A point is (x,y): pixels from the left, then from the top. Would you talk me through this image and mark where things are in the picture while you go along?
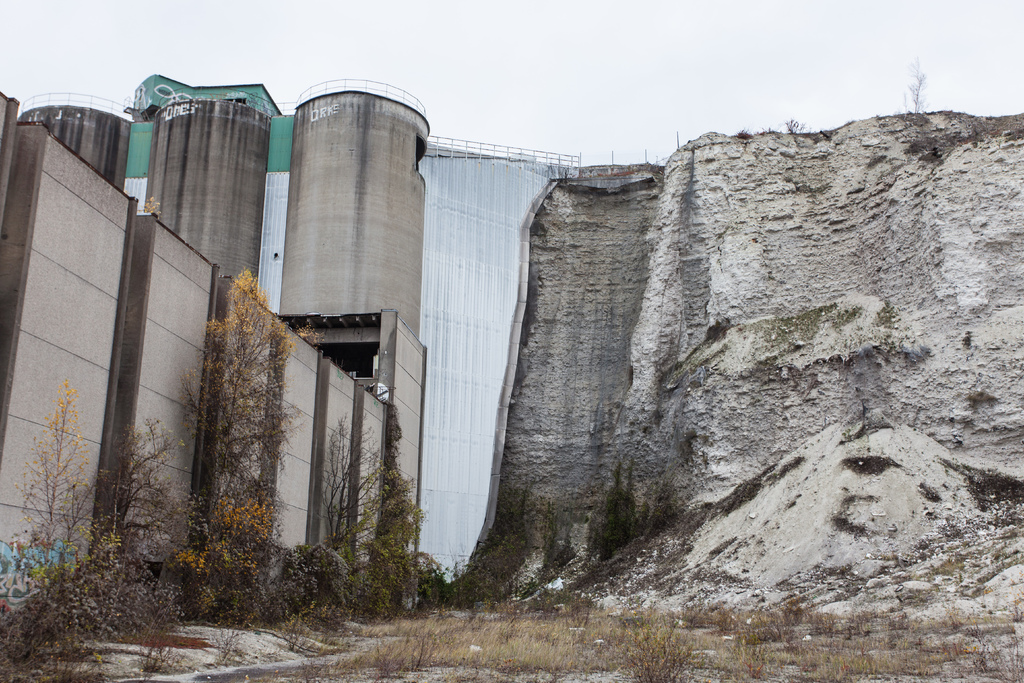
In this image, we can see many plants (258,340) on the left side (111,516) and many grasses (895,652) at the bottom (404,650), on the left side (206,294) we can see the walls (206,294) and some pillars (214,127), on the right side (835,168) we can see mountain (824,179) with many rocks (791,205) and in the background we can see the sky (570,73).
